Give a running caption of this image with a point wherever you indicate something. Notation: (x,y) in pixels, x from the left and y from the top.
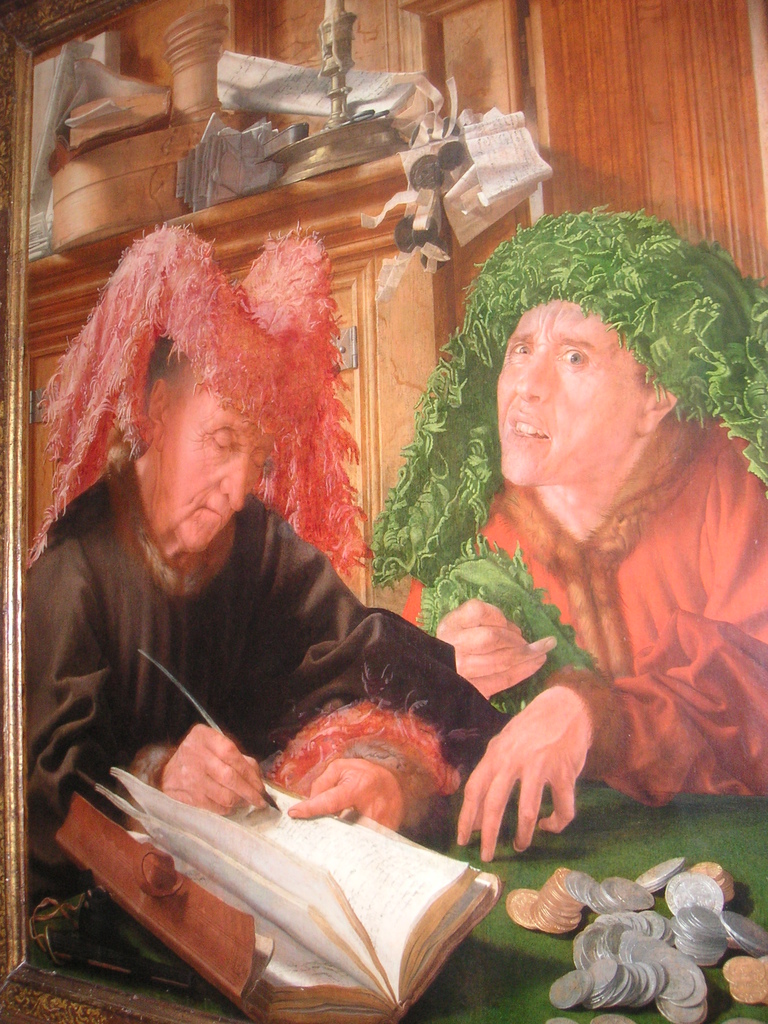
This image consists of a photo frame (8,204). In this photo frame (5,458), I can see two persons (459,599). One person (96,642) is writing something with a pen (269,802) in the book (227,836). In front of these people (532,829) there is a table (618,858) on which there are few coins (588,965). In the background (356,334) there is a cupboard (349,179) on which I can see few objects (316,94).
